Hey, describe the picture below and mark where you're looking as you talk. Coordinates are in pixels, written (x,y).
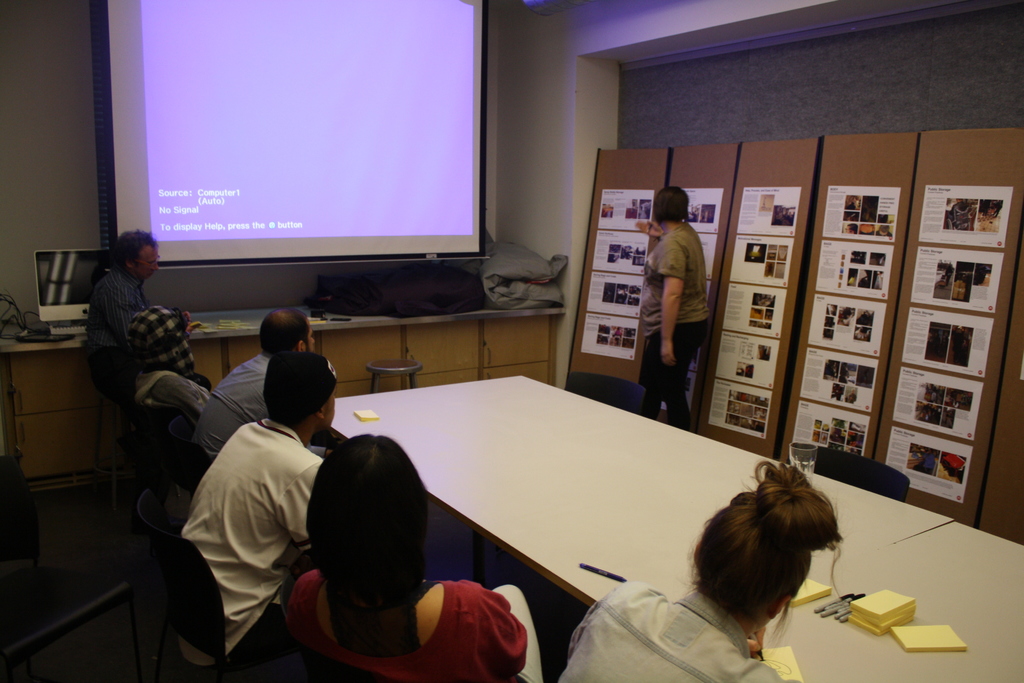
This picture describes about group of people (282,507), few are seated on the chairs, and a person (682,303) is standing, in front of them we can see few sticky notes (917,632) and pens (830,602) on the table (604,503), and also we can see a projector screen (313,170) and a monitor (59,279).
